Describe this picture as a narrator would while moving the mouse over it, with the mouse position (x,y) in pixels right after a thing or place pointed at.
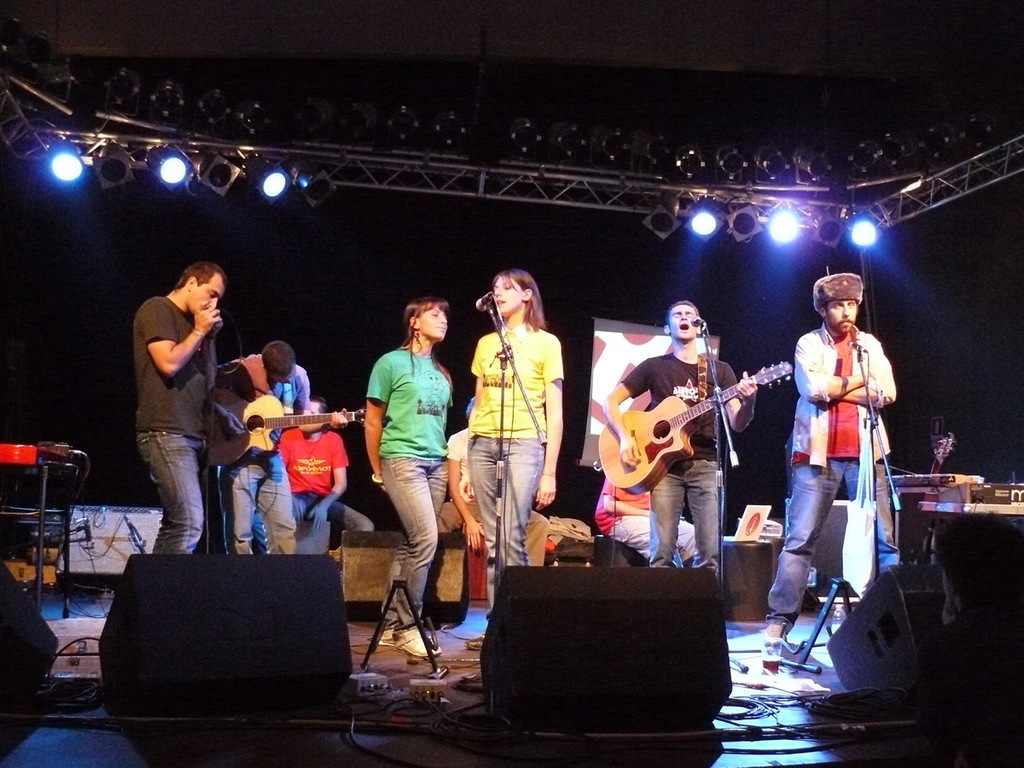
people (179,370) are standing and performing. the person (810,415) at the right (820,350) is performing. in front of him there is a microphone (888,470). left to him there is a person (708,395) singing and playing guitar (646,438). left to him there are 2 people (512,414) singing. at the left corner (217,302) there is a person (161,417) wearing black t shirt (170,392). behind him there is a person (256,393) playing guitar (275,415). at the back (313,462) 2 people (319,465) are sitting wearing red t shirts (335,457). at the back (601,354) there is a projector screen (610,356) and a black background (361,254). on the top (268,185) there are lights (773,228).
